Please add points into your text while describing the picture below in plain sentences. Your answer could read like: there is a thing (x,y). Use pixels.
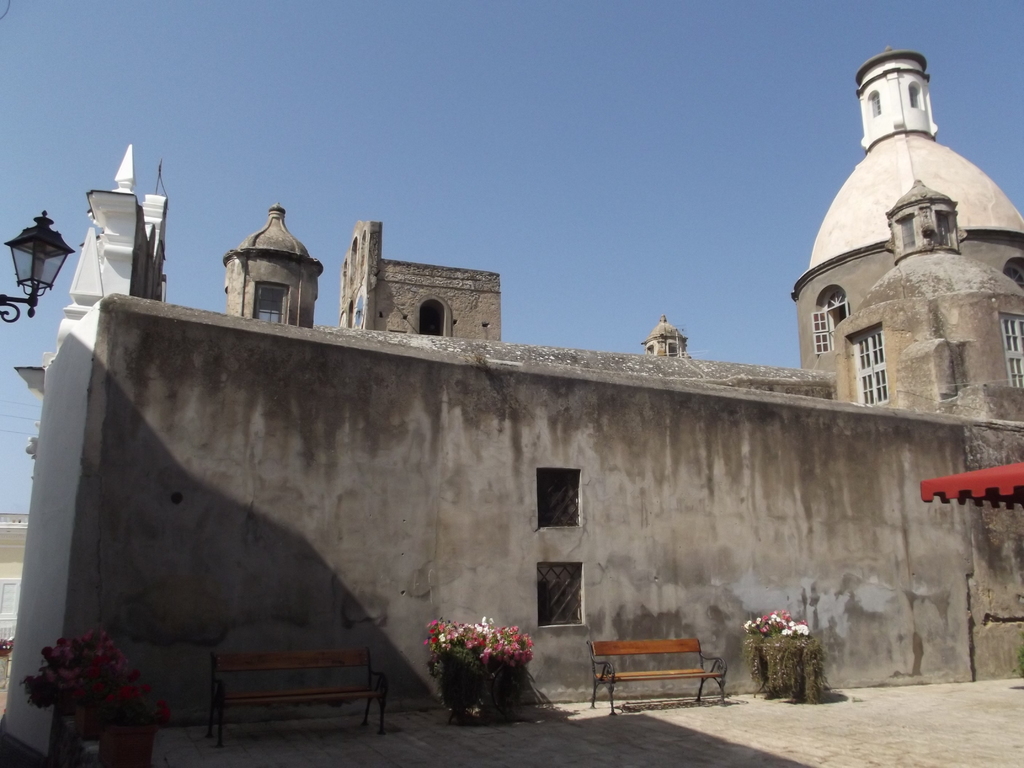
Here we can see a building (211,419), windows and at the wall (434,698) there are benches (612,697) and house plants (485,679). On the left (43,266) there is a light (33,297). In the background (14,558) there is a building (19,523), electric wires (17,404) and sky (545,203).
